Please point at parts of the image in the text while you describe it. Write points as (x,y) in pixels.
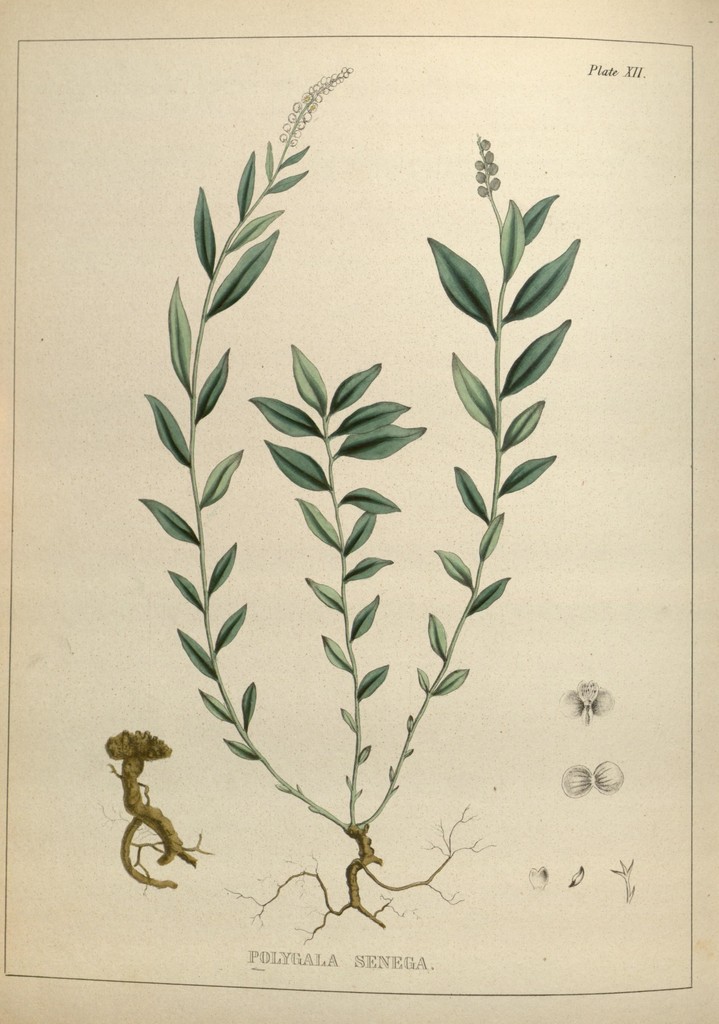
In this picture I can see a paper (466,126) in front (139,387), on which I can see a diagram (157,407) of a plant (281,413) and I can see something is written on the bottom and top right sides of this image and I see few other things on the bottom of this picture (582,704).
